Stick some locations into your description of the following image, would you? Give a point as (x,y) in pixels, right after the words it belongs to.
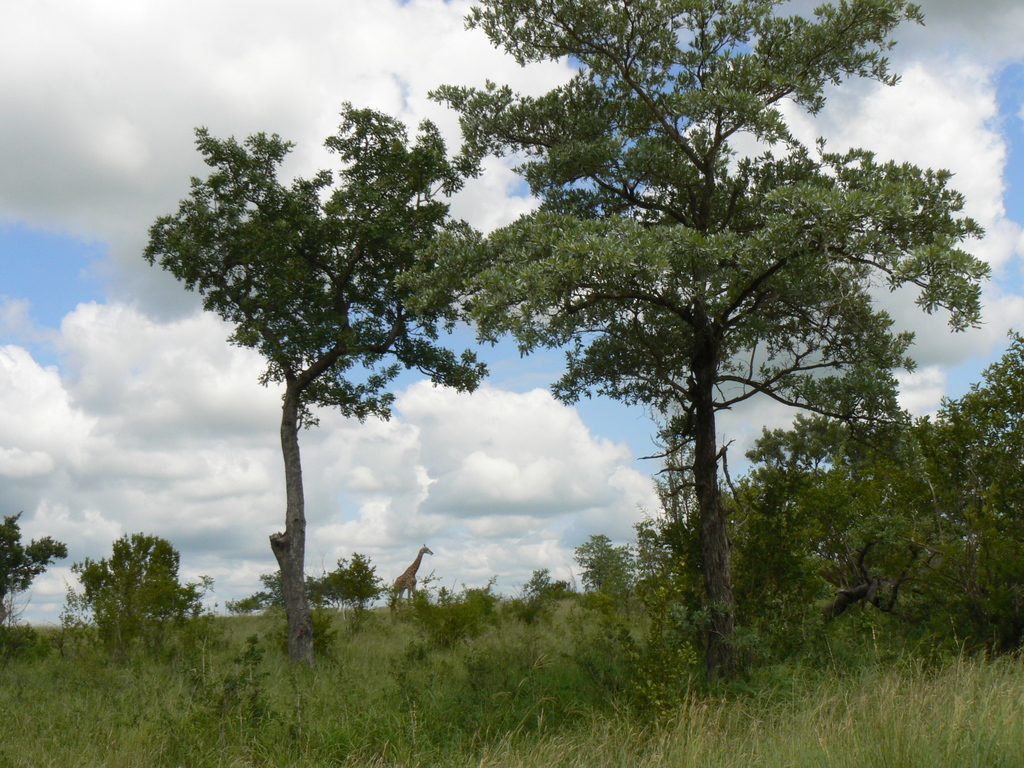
In the image there are trees (279,587) and plants (771,606) on the grass land (505,704), in the background (396,582) there is a giraffe (411,570) standing in the middle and above the sky (120,369) is filled with clouds (516,439).
